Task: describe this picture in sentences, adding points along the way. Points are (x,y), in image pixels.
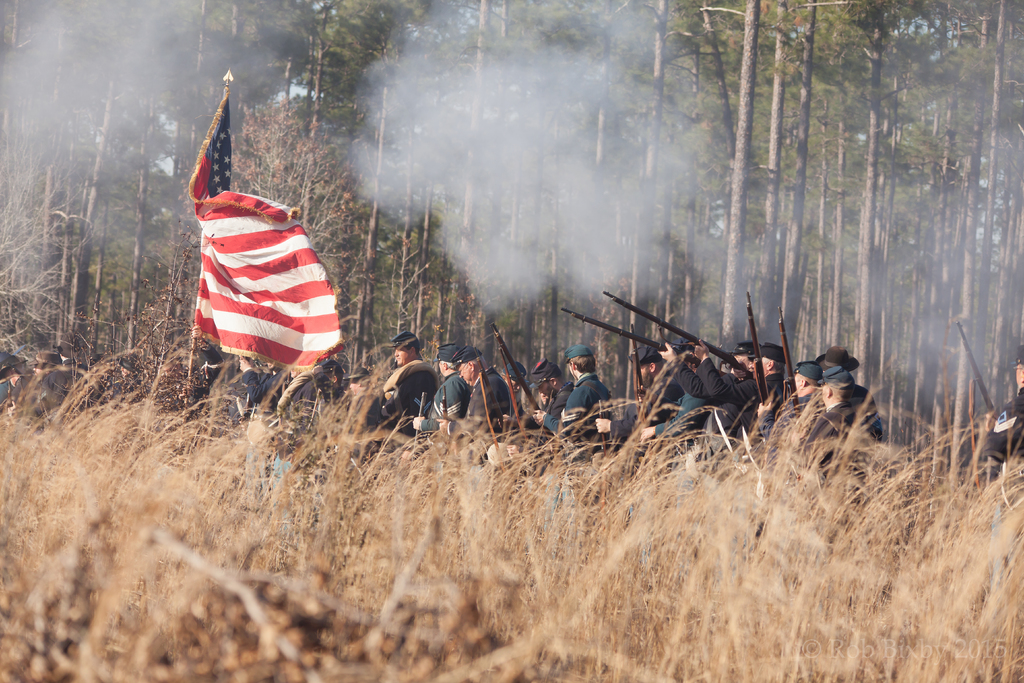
In this image I can see group of people (302,392) standing and holding few guns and I can see the flag (279,212) in white, red and blue color. In the background (672,142) I can see few trees (754,24) in green color and I can also see the dried grass (59,661).
